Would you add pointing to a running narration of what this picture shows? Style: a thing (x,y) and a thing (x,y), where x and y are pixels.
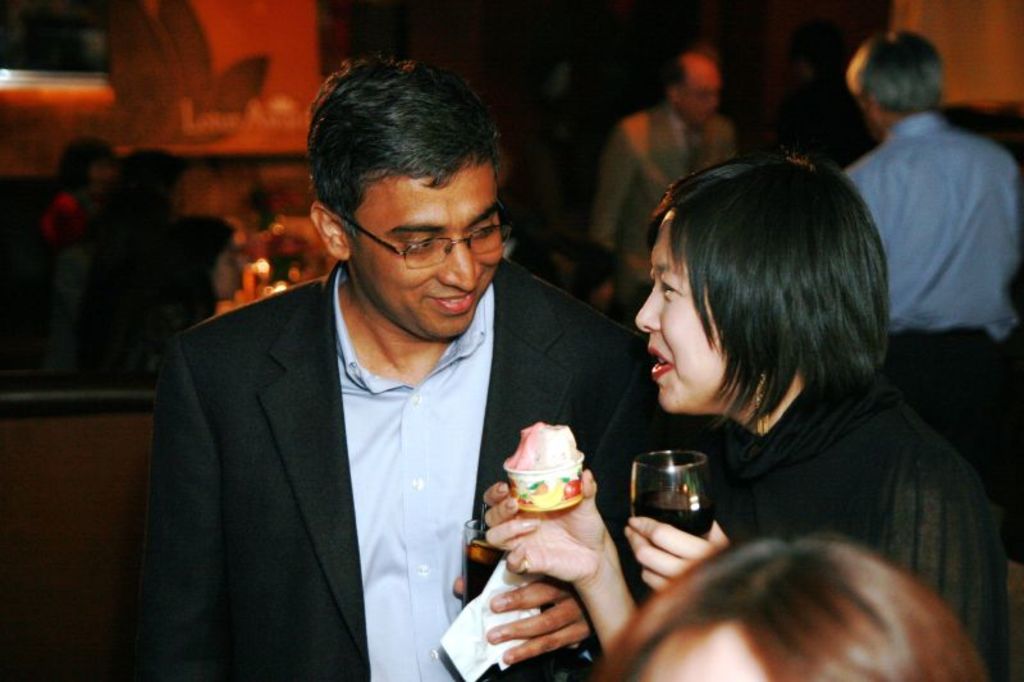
In this image we can see group of persons (789,285) standing. One person (301,437) is wearing coat (304,451) and spectacles (416,251) is holding a glass (491,566) in his hand (528,598). One women (842,532) wearing black dress (839,500) is holding a glass (688,492) and a cup (520,474) filled with cream (537,436) in her hand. In the background (989,248) we can see two persons (712,117) standing and group of persons (129,255) sitting.
